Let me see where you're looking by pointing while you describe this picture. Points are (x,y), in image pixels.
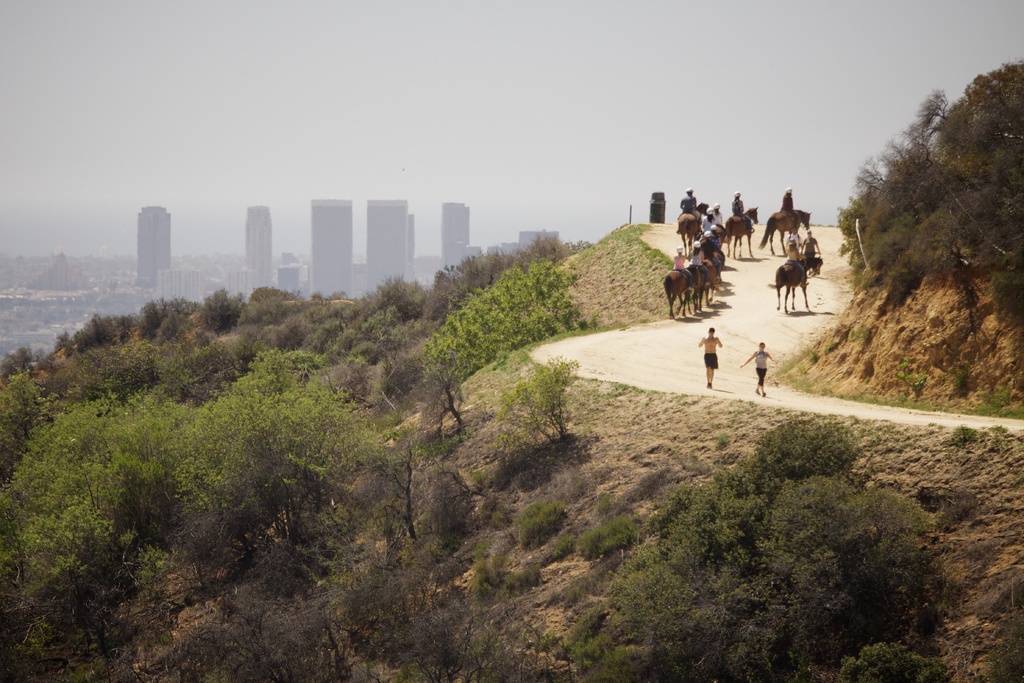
In this image I can see few horses (684,282) and few people (790,244) are sitting on it. The horse (790,281) is in brown color. I can see trees (371,393) on both-sides. Back I can see buildings (322,239). The sky (295,106) is in white color.
